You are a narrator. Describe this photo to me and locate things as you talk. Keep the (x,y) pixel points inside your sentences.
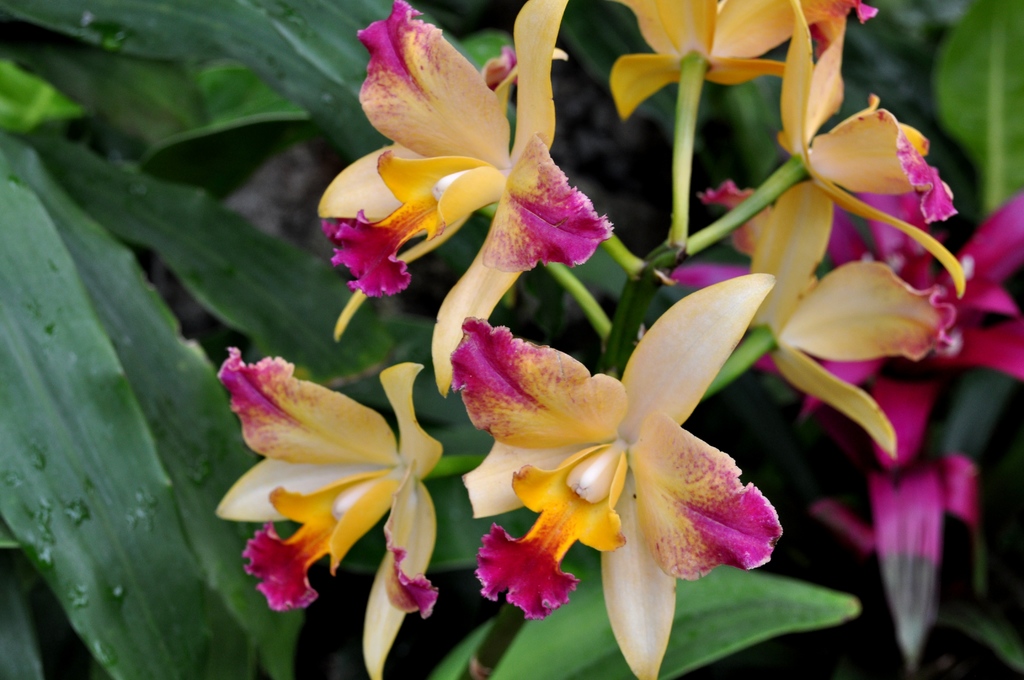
There are pink and yellow color flowers (514,398) on a stem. In the back (791,602) there are leaves (745,625).
